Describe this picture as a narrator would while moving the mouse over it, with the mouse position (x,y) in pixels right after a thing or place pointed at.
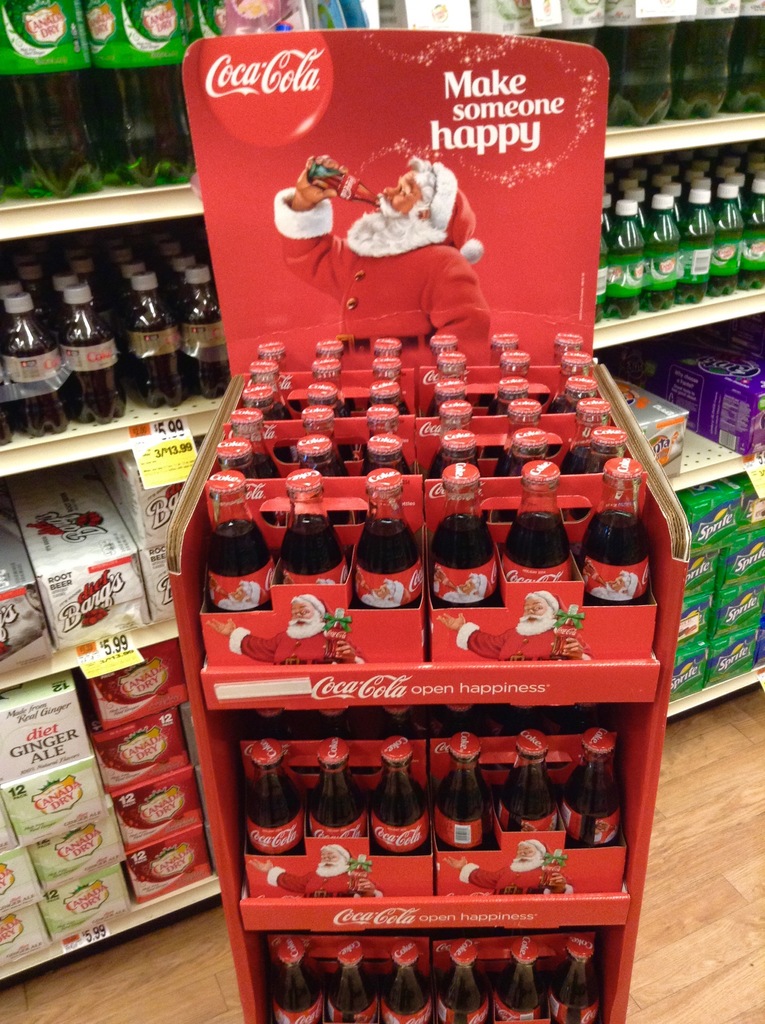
In this image there are bottles (617,245) of drinks (617,245) on the aisles (168,203).
